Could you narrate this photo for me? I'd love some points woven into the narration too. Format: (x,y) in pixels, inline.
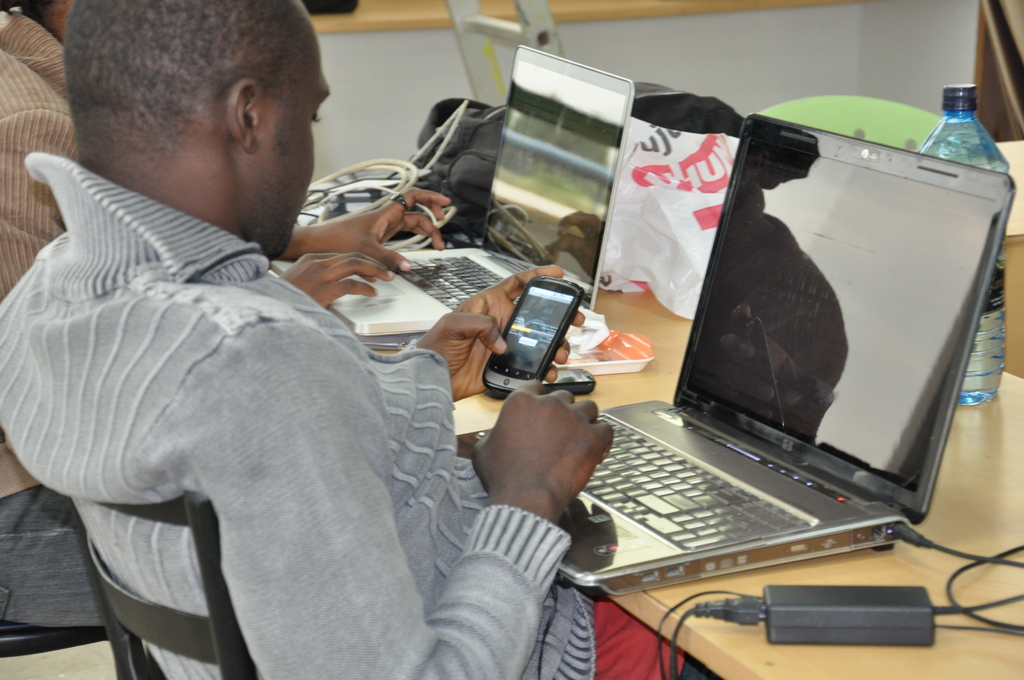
The image is inside the room (791,195). In the image there is a man (198,387) sitting on chair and holding his mobile (510,335) in front of a table (612,375). On table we can see a laptop (766,340), covers (654,230), water bottle (960,140) on right side (945,146) we can also see another person (14,89) holding a laptop (370,311). In background (389,133) there is a wall (774,71) which is in white color.
